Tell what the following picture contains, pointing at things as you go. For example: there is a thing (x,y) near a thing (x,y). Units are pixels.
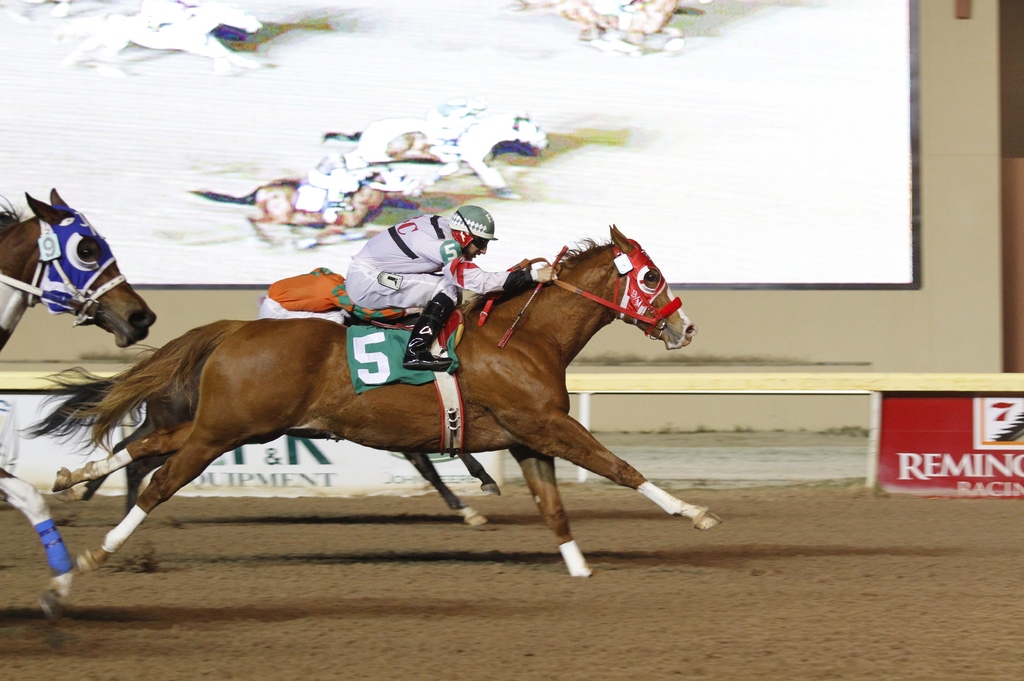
In the picture I can see a person (374,284) wearing white color dress (440,287), helmet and long boots (445,364) is sitting on the horse (370,395) and riding on it. Here we can see another horse (70,586) on the left side of the image (52,601). in the background (488,207), we can see the projector screen (661,207) and boards (960,429).
